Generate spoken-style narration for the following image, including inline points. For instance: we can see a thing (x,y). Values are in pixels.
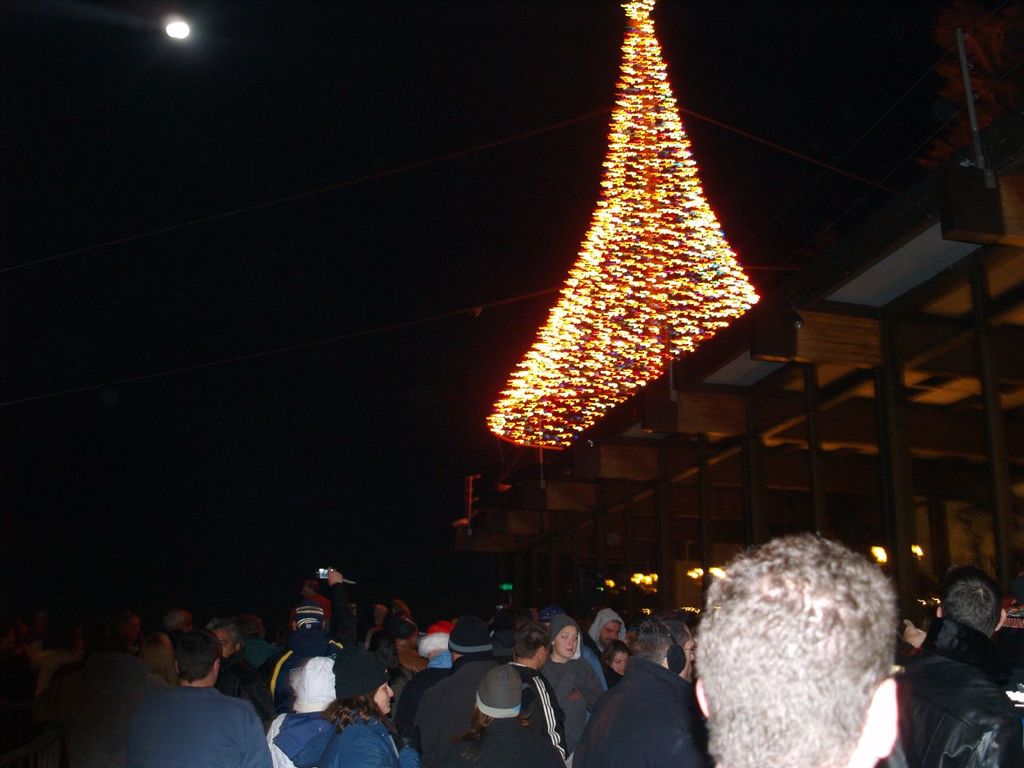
In the image there is a huge crowd (475,637), there is a roof (892,281) in front of the crowd (702,739). Above the roof (737,329) there are many lights (581,412) arranged in the form of a cone. In the sky (179,63) there is a moon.
